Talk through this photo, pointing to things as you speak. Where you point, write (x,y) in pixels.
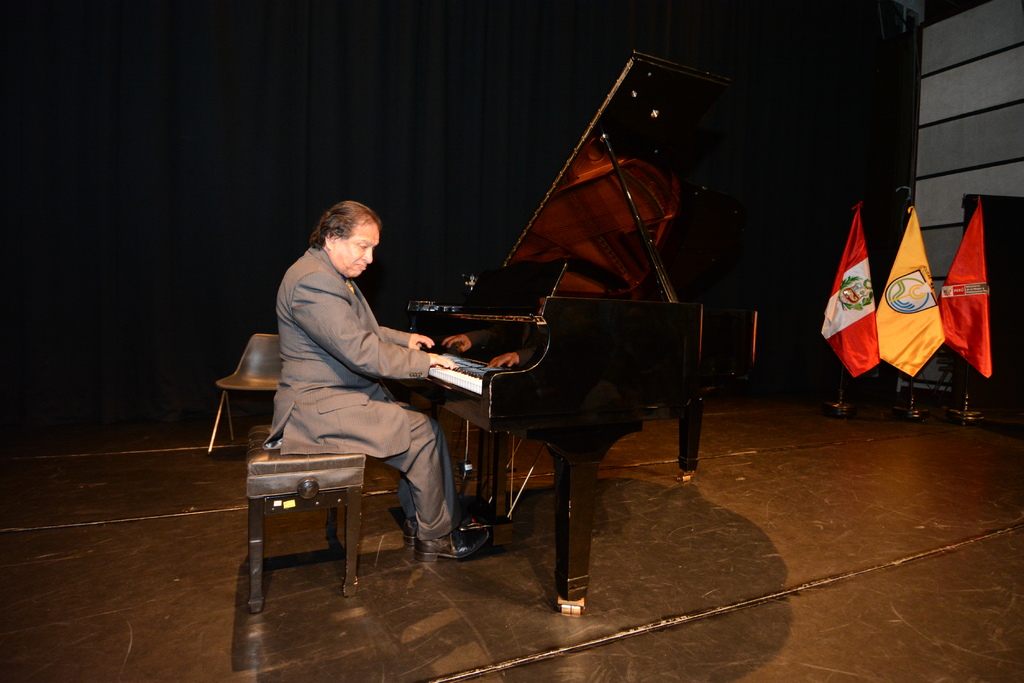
In this picture there is a man (479,538) playing a piano (483,523) in the center of the stage (327,621). Towards the right (878,347) there are three flags (907,284) which are in red and yellow. In the background (411,63) there is a curtain (229,172). The man (370,248) is wearing a grey blazer (364,382) and grey trousers (412,415).
